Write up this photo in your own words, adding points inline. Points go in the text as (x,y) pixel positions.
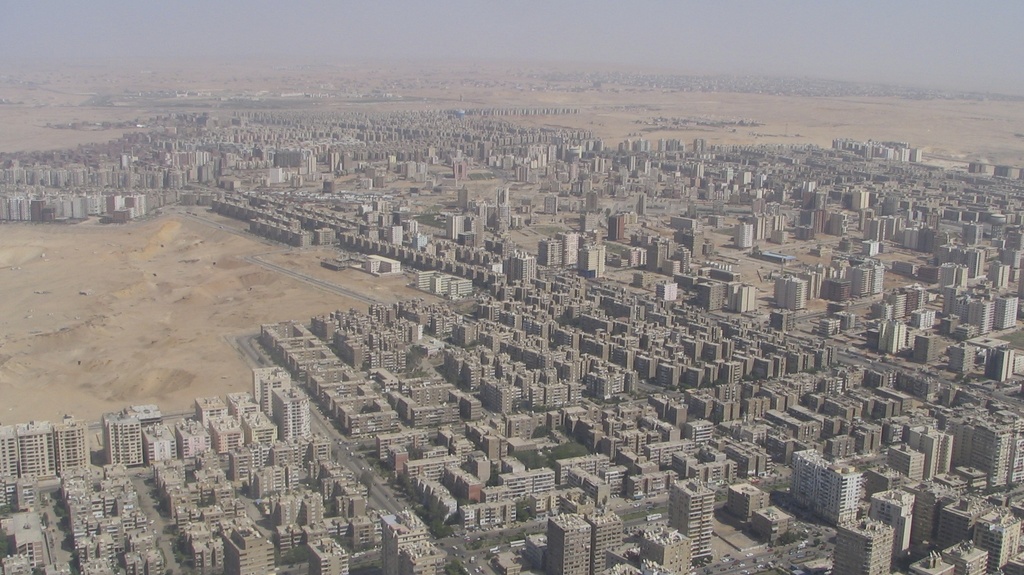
This picture shows top view. We see buildings (486,214) and a cloudy sky (318,50).
